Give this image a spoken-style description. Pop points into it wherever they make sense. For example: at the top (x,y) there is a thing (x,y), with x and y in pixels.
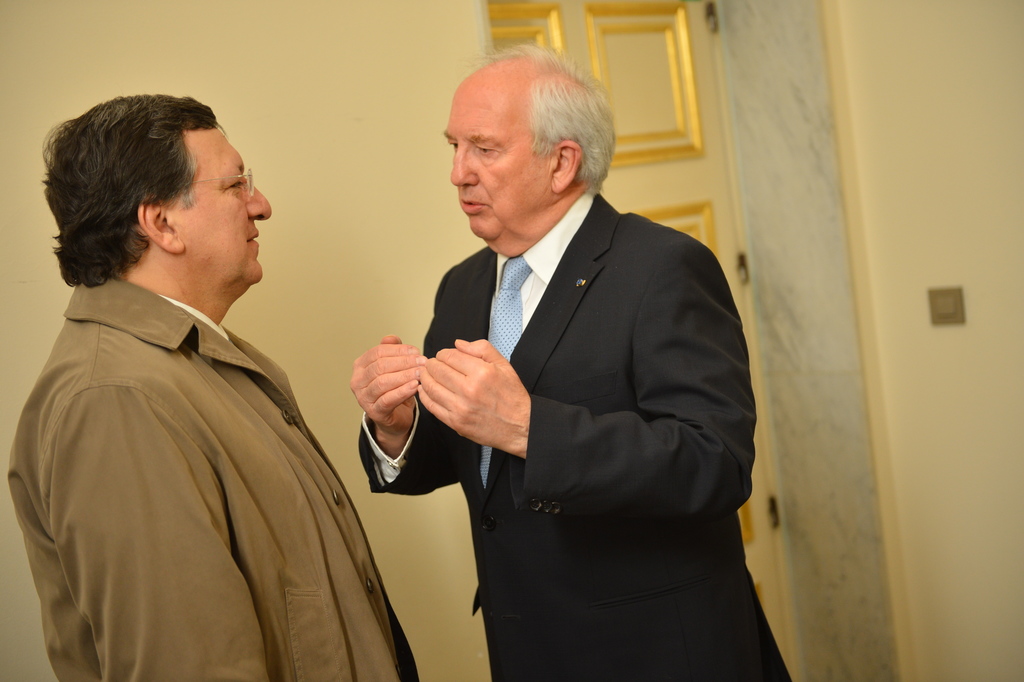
In this image I can see two person (208,393) is standing. He is wearing black coat (669,335) and white shirt (548,273) with a blue tie (504,289). Another person (201,421) is wearing brown coat (281,451). The door (670,152) is in cream color. The wall (359,122) is in cream color.
